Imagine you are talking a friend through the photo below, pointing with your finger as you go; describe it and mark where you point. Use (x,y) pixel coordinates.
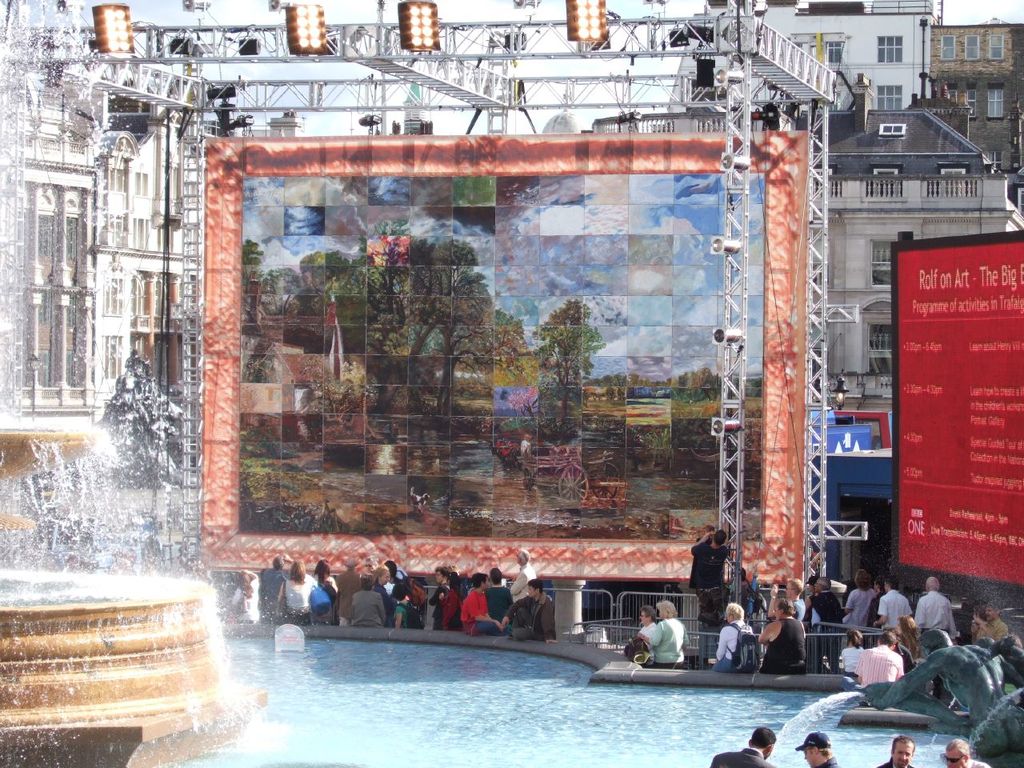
This picture describes about group of people (541,584), few (764,637) are seated and few (703,559) are standing, on the left side of the image (178,572) we can see a fountain (39,554), in the background (437,390) we can find few metal rods (439,85), lights (274,4), buildings (939,50) and a screen (609,356), on the right side of the image (1007,546) we can find a statue (916,706) and a hoarding (909,495), also we can see a pool (458,698).
